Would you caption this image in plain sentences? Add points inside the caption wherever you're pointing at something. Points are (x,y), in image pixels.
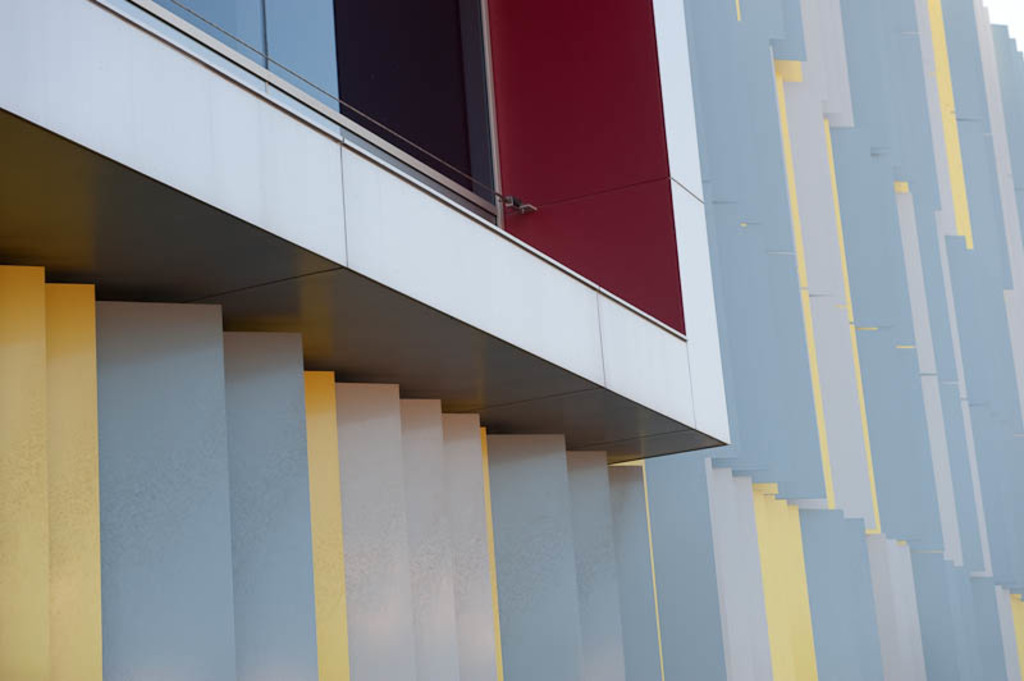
In this picture we can see a building (693,579) here, at the left top (341,38) we can see a glass window (380,58).
